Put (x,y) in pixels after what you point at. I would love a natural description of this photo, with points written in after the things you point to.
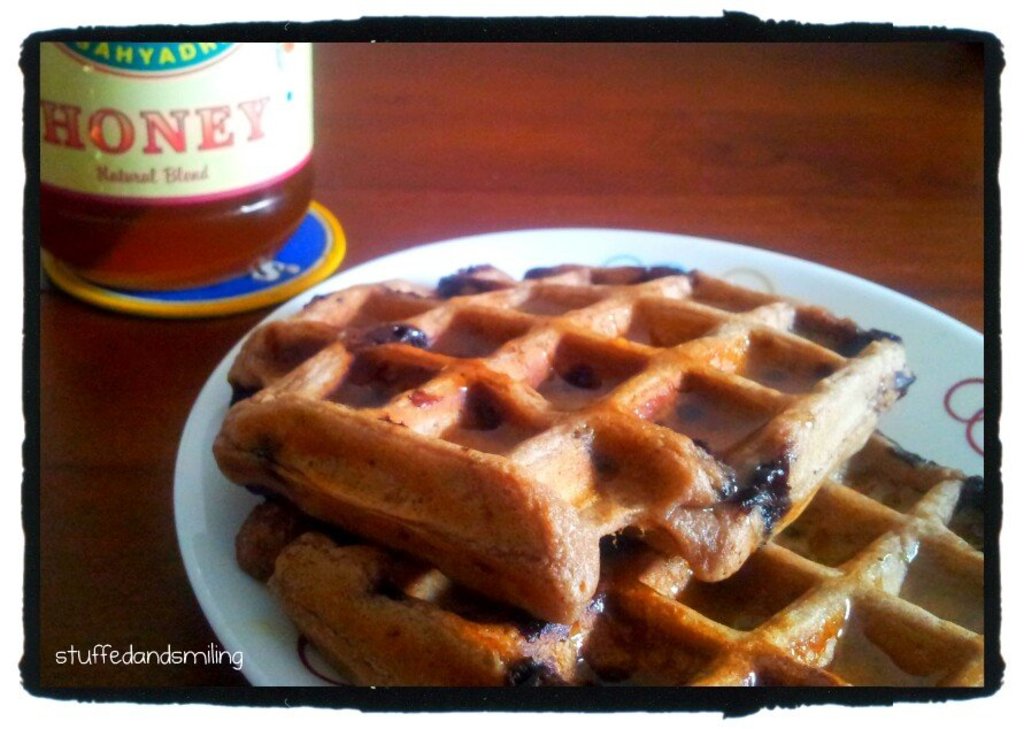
In this image there is a waffle (509,545) on the plate (280,662), and a honey bottle (48,235) on the table (521,72), and there is a watermark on the image.
